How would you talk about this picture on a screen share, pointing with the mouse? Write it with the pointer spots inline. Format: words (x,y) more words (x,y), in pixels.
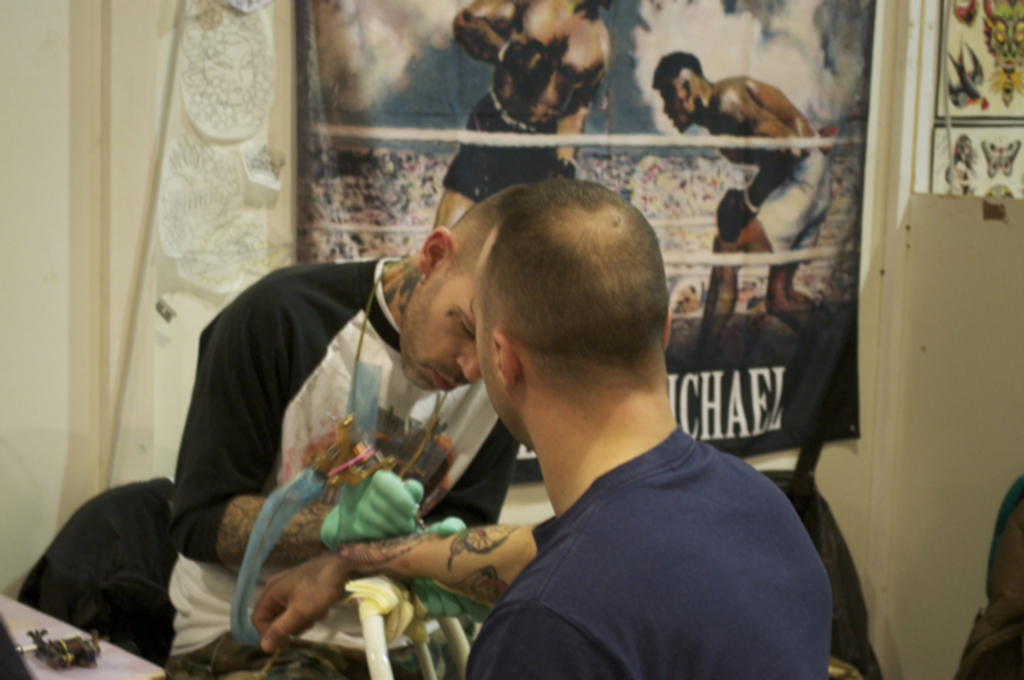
In this image in the front (550,455) there is a person (478,544) wearing a blue colour t-shirt (667,598) and having tattoo (495,586) in his hand (486,571) and in the center (400,415) there is a man (346,399) doing tattoo (379,542). In the background (378,117) there is a poster (704,176) on the wall (22,483) with some text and images (738,232) on it.
